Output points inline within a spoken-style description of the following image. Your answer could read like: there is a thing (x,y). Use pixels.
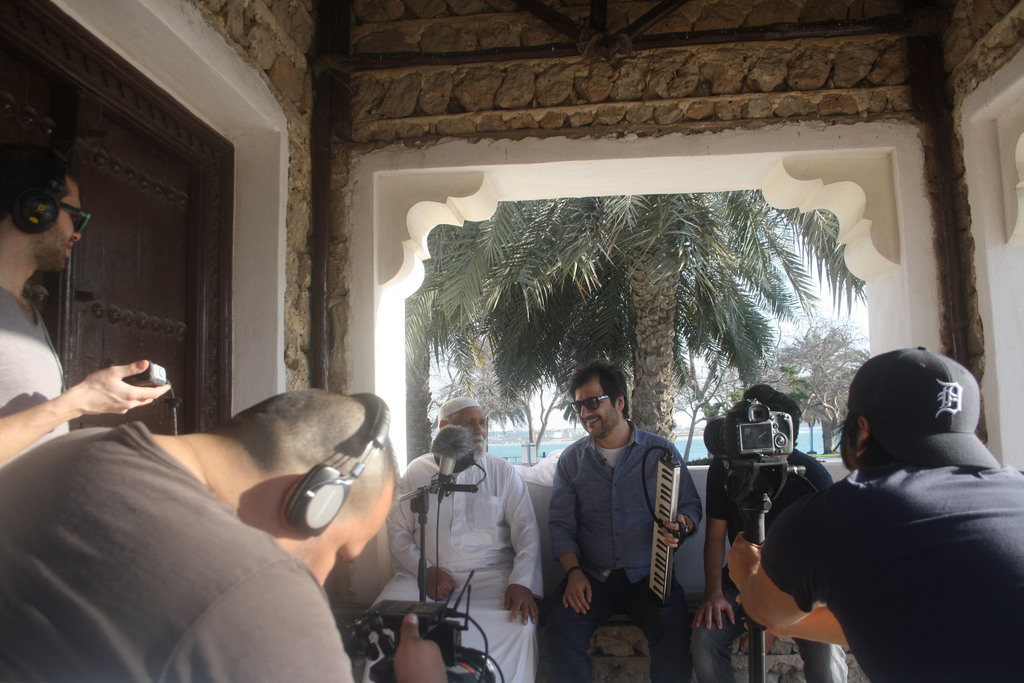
In this image I see 6 men (5,196) in which these 3 (534,670) are sitting and this man (668,674) is smiling and holding a thing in his hand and these 2 are holding cameras (463,682) and these 2 are wearing headphones (385,442) and In the background (473,338) I see that tree (824,238).
